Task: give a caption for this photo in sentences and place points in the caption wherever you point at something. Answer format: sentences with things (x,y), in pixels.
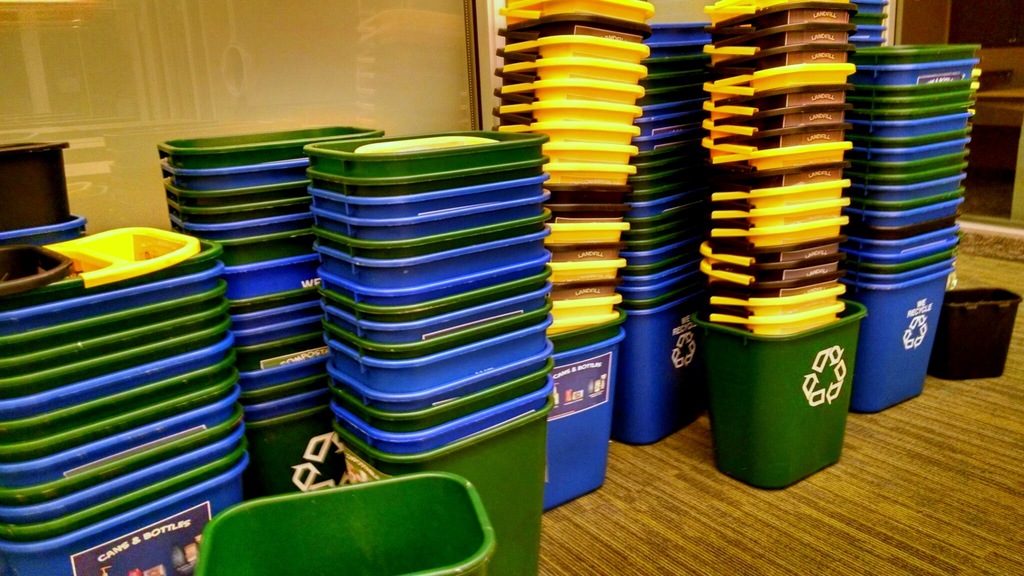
In this image I see bins (729,212) which are of green, blue, yellow and brown in color and I see the floor (985,556) and I see a logo (828,390) on few bins (331,424) and I see a sticker (586,392) on these 2 bins (73,555) on which there are words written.
